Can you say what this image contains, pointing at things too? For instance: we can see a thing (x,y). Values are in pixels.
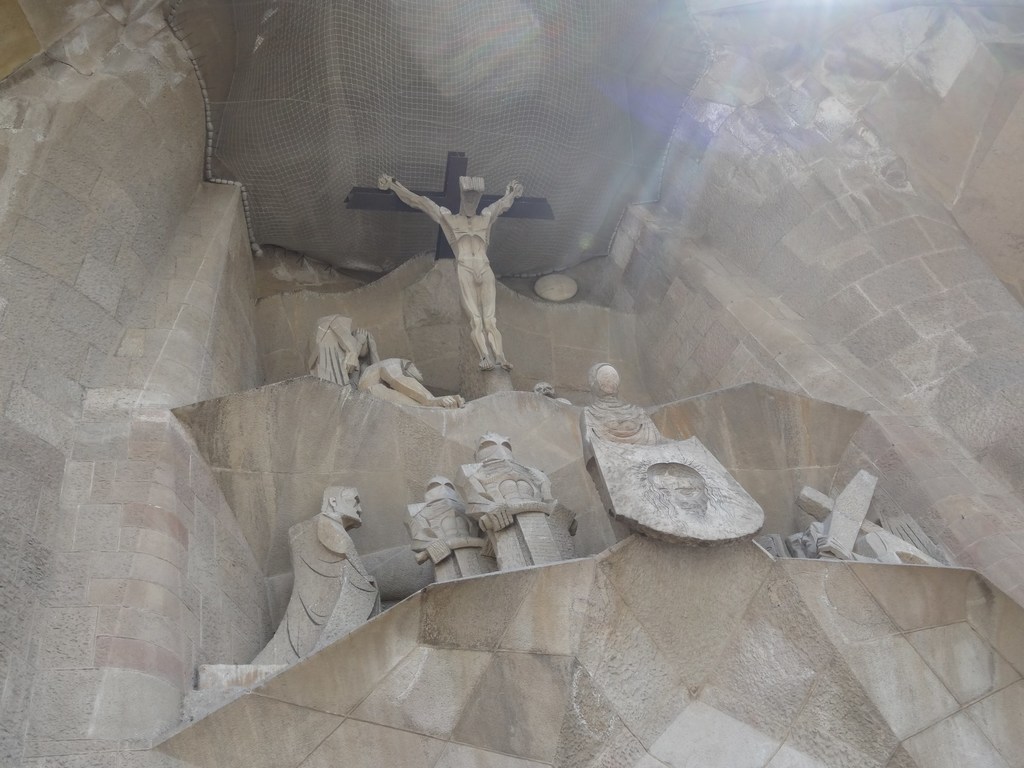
In this image in the middle (491,450), there are statues (500,465). At the top (529,122) there is net (437,119). In the middle (347,450) there is wall (274,312).
